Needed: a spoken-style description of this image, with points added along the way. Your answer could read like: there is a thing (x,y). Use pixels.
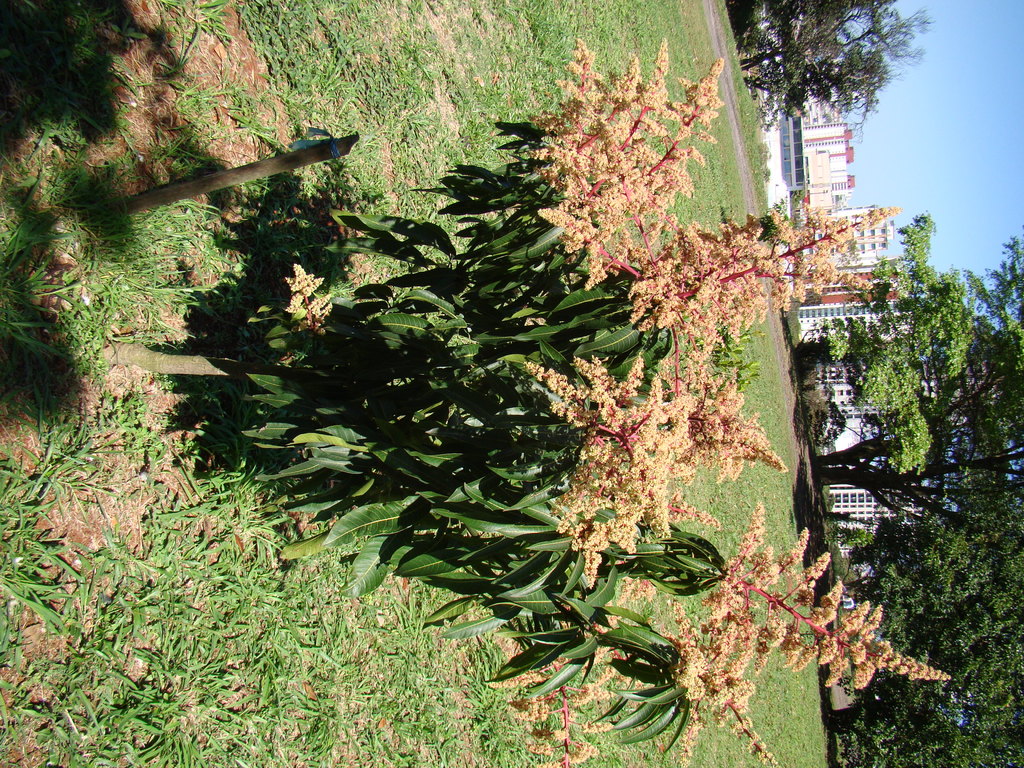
In the picture I can see plants (535,448), the grass (755,407) and trees (911,479). In the background (835,317) I can see buildings (840,293) and the sky (885,157).
